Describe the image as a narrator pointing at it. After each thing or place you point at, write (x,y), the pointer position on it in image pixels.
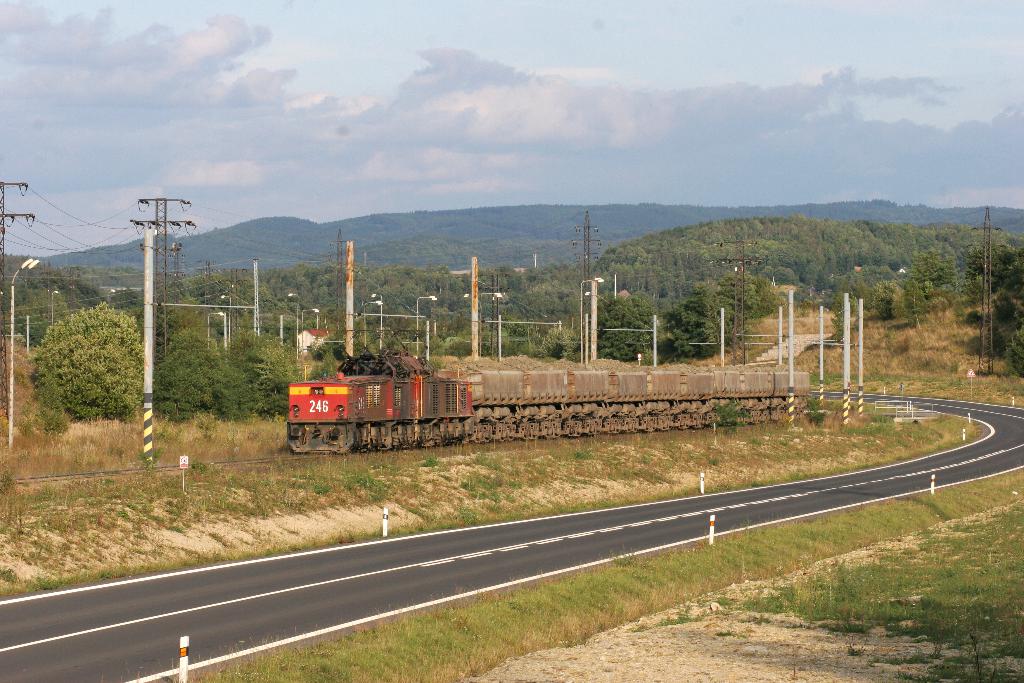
This picture is taken outside a city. In the foreground of the picture (547,602) there are shrubs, grass (564,610), soil (601,643), road (375,558) and poles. In the center of the picture (379,267) there are poles (152,265), cables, street lights (383,325), trees (51,367), railway track (118,472) and train (452,380). In the background (494,231) there are hills (766,228) covered with trees (272,221). It is sunny.
